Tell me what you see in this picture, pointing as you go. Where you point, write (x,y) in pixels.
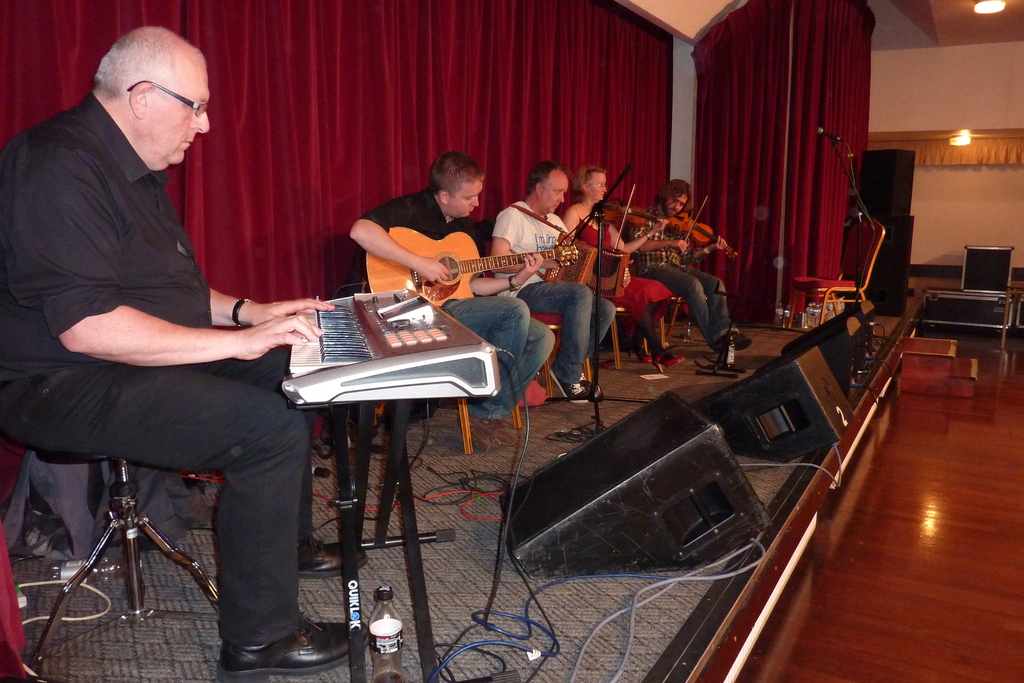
In this image I see 5 persons (19,435) sitting and all of them are with the musical instruments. In the background (328,267) I see the curtain (328,267), wall (1016,239) and the lights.
